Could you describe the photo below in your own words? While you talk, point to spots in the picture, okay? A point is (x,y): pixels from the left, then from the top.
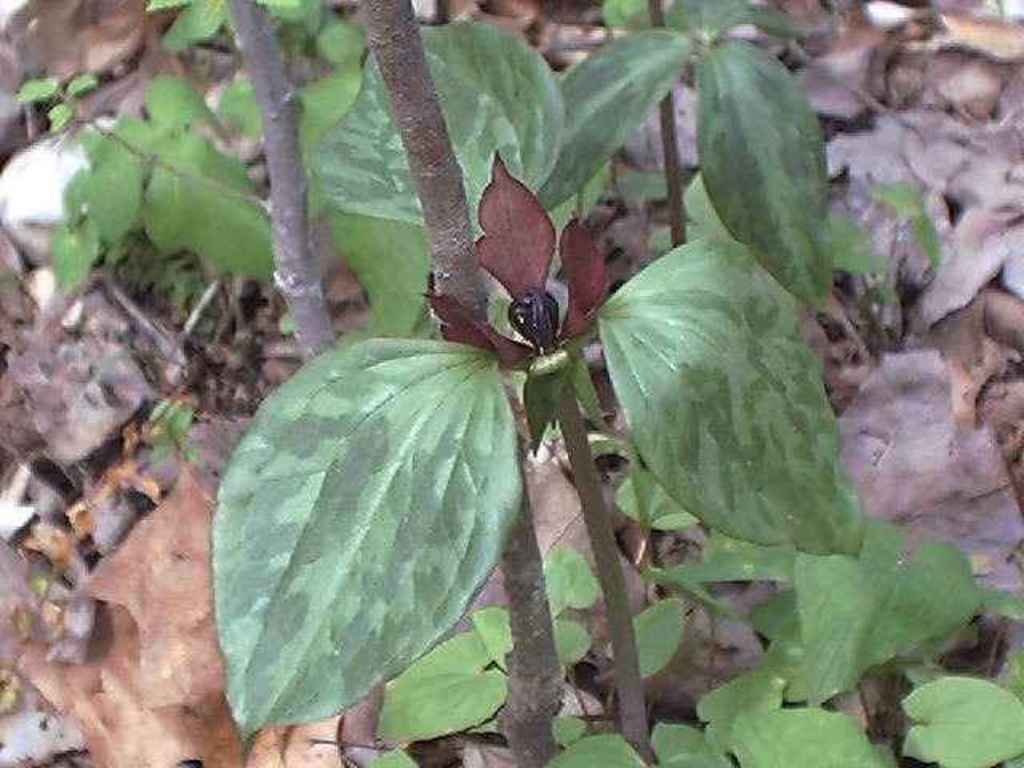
As we can see in the image there are plants (636,424) and dry leaves (938,362).
